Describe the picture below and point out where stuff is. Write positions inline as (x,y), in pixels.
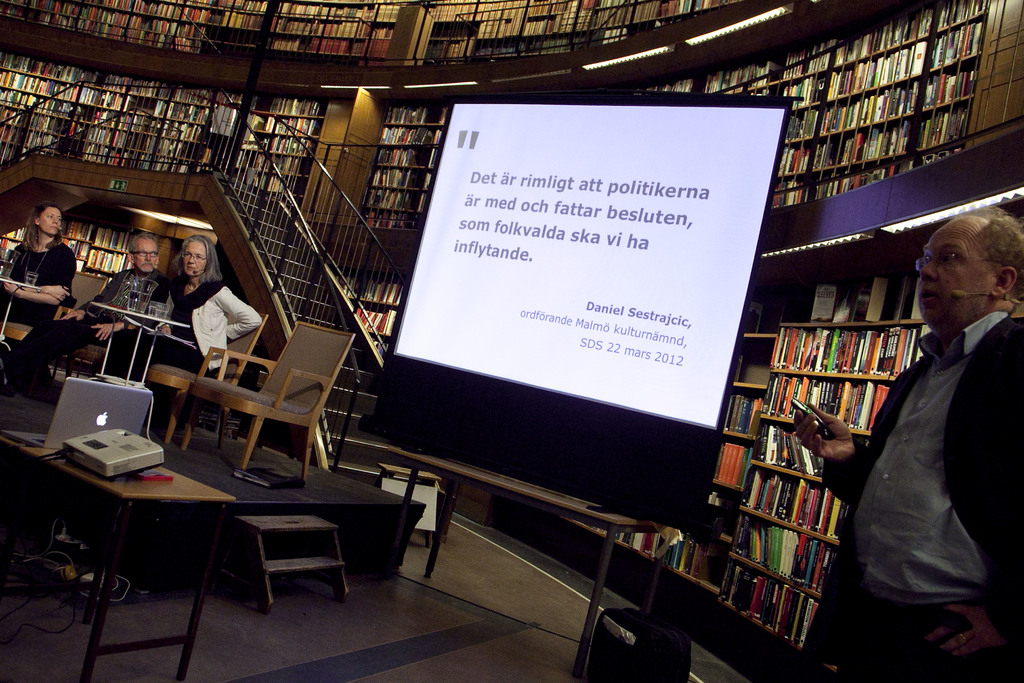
Racks (837,138) are filled with books (864,293). This is screen (701,396). This are steps (347,360) That 3 persons (193,360) are sitting on a chair (204,373). On table (159,318) there is a glass (159,305). On this table (115,482) there is a projector (118,450) and laptop (125,408). This person (868,491) is standing and worn mic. This is bag (637,655).
